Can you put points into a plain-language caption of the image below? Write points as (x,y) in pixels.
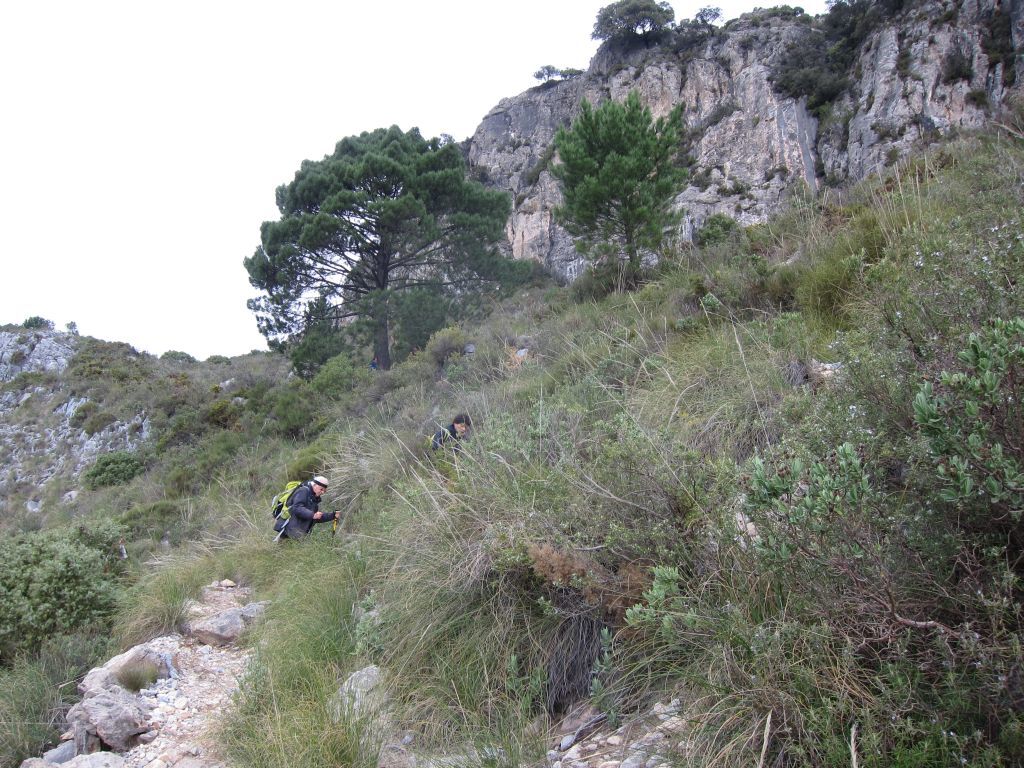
In the image there is a hill (468,464) and two people (302,498) are walking on the hill (485,390), around them there is a lot of grass (547,358) and trees (419,311).
